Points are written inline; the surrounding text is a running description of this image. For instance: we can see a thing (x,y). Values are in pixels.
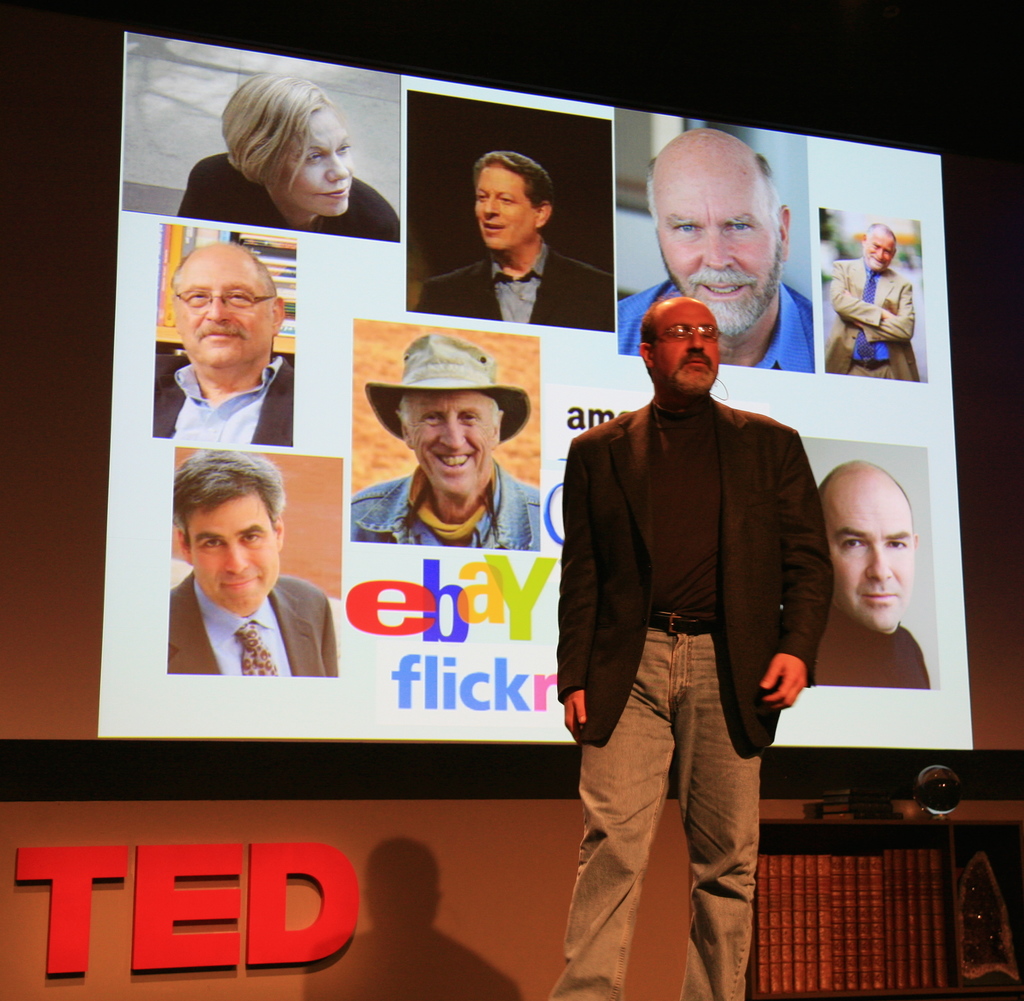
In this image I can see the person (688,579) wearing the black and brown color dress (640,571). I can see the person (680,324) wearing the specs (705,329). In the background (306,666) I can see the screen (357,571) and I can see few people (482,482) with different color dresses (168,438) in the screen (153,695).
